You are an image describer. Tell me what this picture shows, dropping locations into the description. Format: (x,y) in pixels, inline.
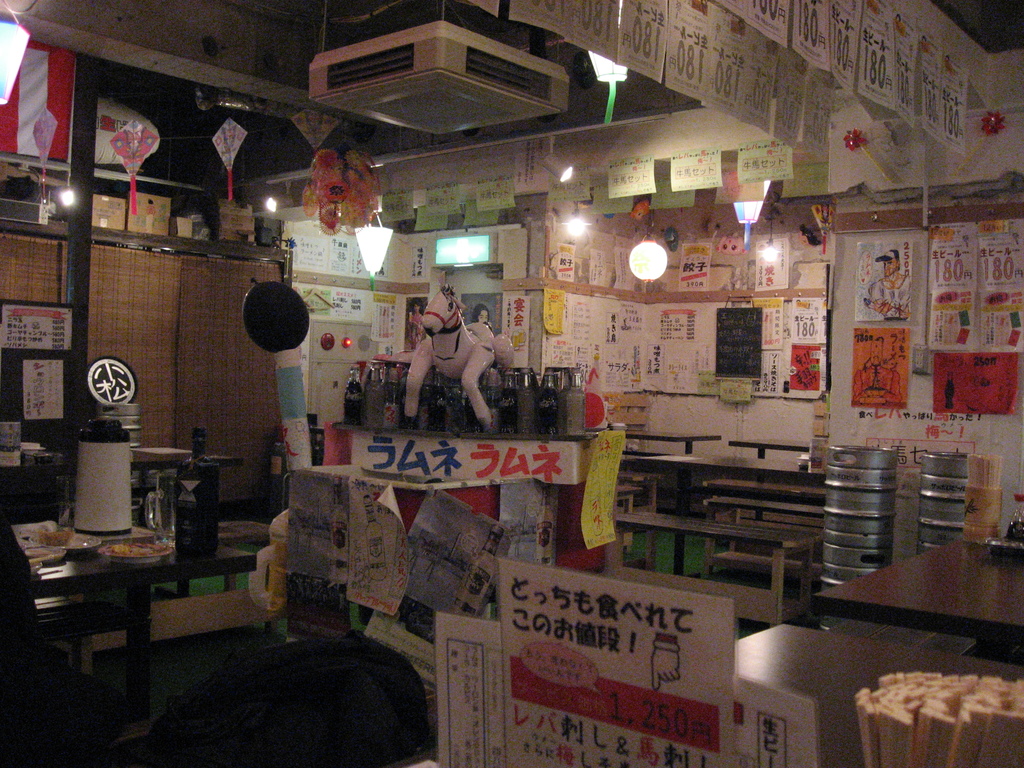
This image is clicked inside a room (544,523). There are lights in the middle (380,258). There are so many papers (604,348) pasted in this room (618,424). There is a toy horse (435,364) in the middle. There are bottles (347,409) in the middle (546,401).
